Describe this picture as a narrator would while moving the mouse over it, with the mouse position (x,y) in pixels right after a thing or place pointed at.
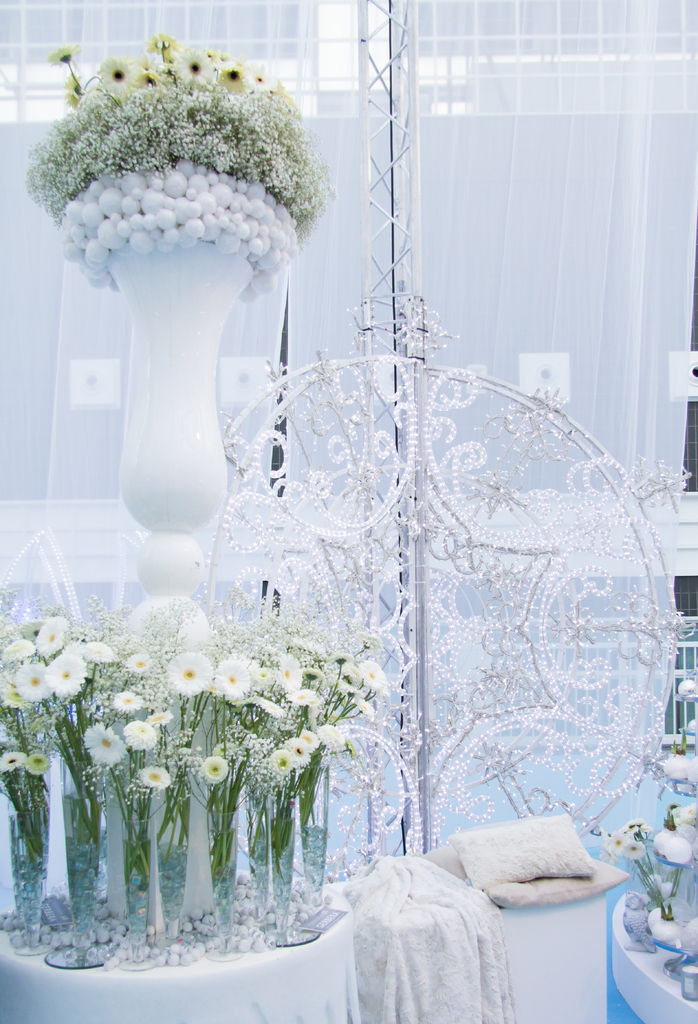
In this picture we can see a flower vase (148,715) on the table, and at back (557,178) here are the curtains (574,260).
